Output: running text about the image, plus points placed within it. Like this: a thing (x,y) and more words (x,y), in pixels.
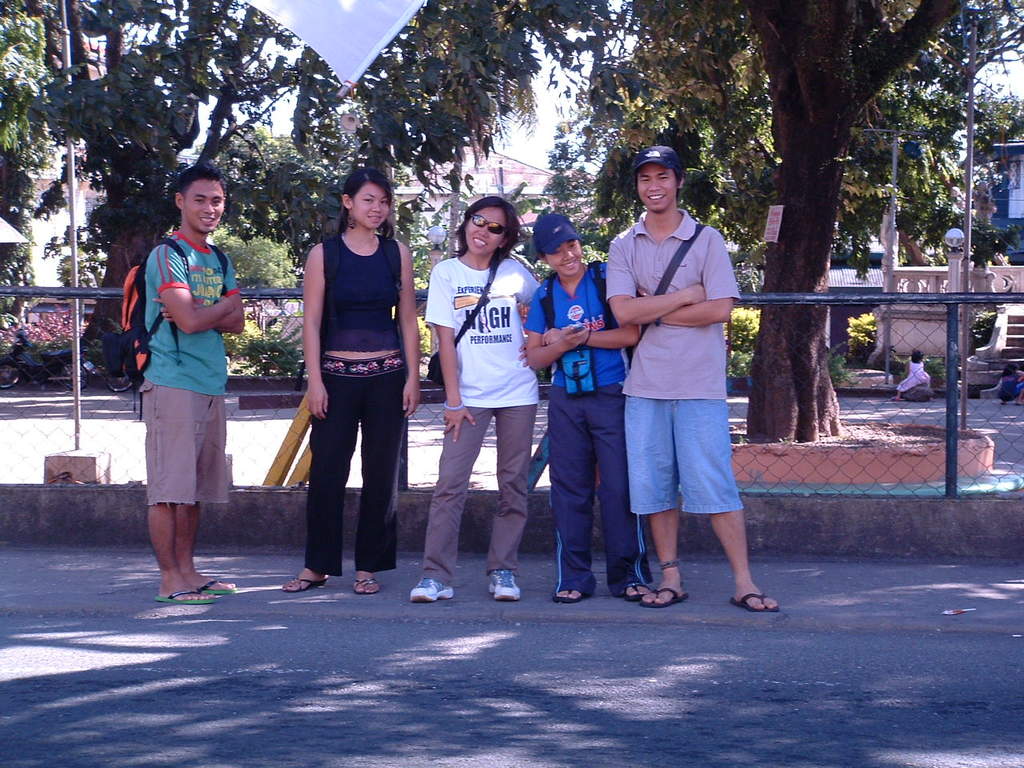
In this image, there are five persons (678,373) standing on the road (295,659) and smiling. Behind the five persons (168,454), I can see trees (820,367), plants (834,374), a fence (1003,430) and buildings (926,346). On the right side of the image (956,392), I can see two kids (1006,391) and a pole (965,394). In the background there is the sky (582,75).
